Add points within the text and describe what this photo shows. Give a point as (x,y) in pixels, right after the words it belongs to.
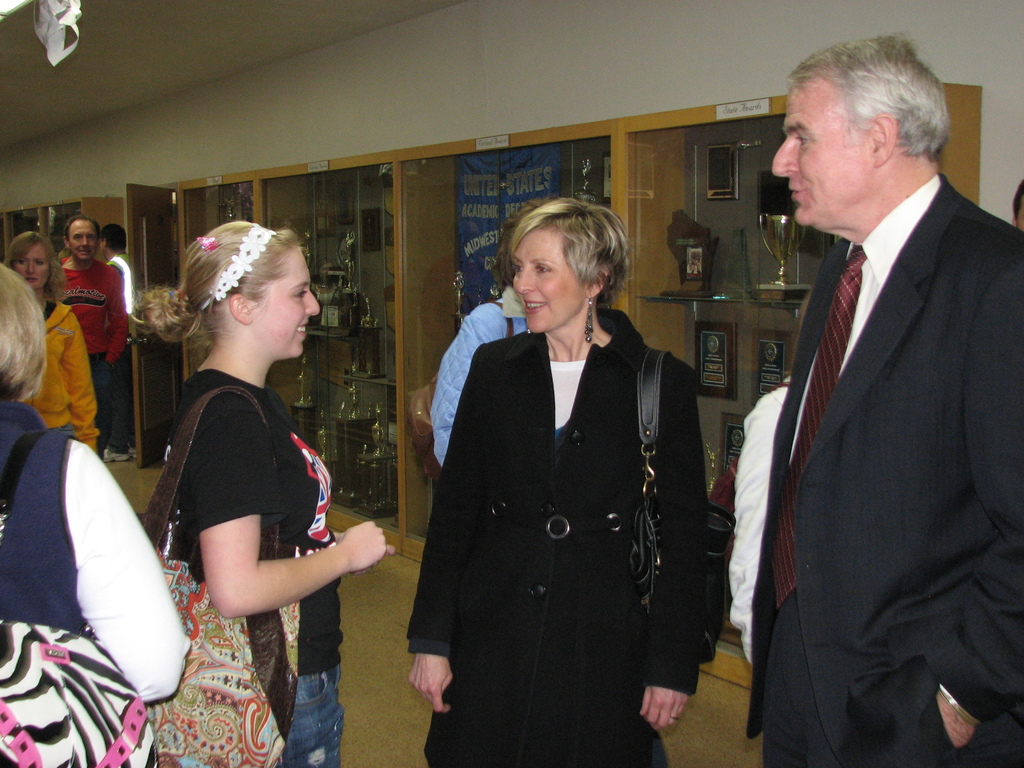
This picture might be taken inside the room (258,729). In this image, on the right side (898,301), we can see a man (951,286) wearing a black color suit (971,425) is standing. In the middle (660,468) and on the left side (184,441), we can see two women (582,507) are standing on the floor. On the left side (42,528), we can also see another person (70,509). In the background (200,209), we can see group of people (507,270) and glass door (530,198), shields (785,216) and a wall (542,11).
